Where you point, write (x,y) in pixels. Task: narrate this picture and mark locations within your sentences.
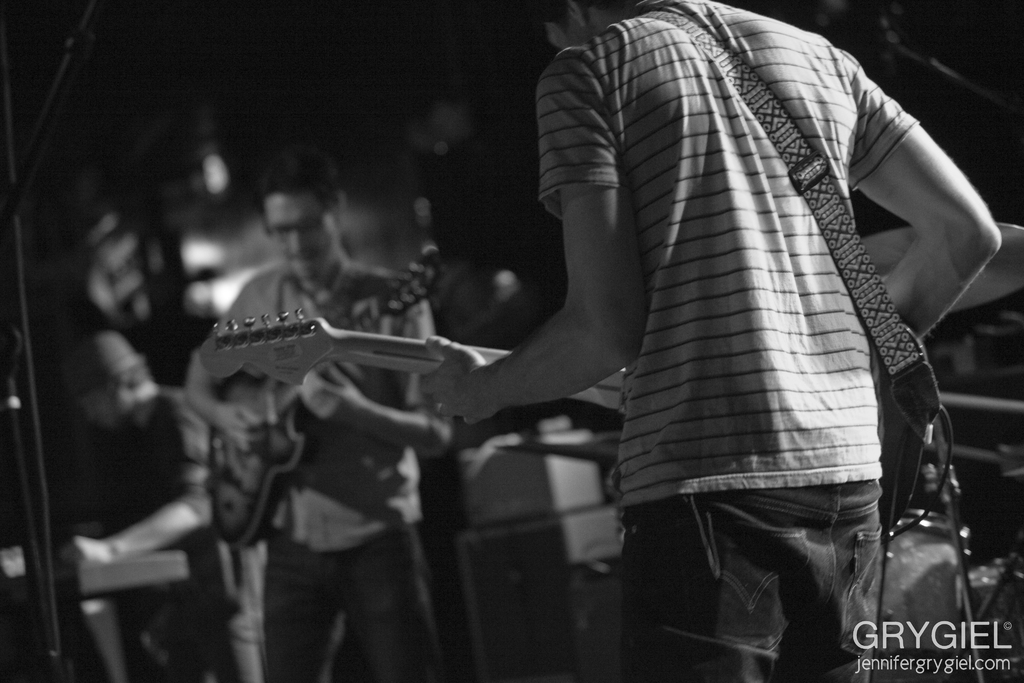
This picture is about group of musicians (323,309), they are playing musical instruments (416,355), in the background (914,537) we can find couple of musical instruments (945,607).
